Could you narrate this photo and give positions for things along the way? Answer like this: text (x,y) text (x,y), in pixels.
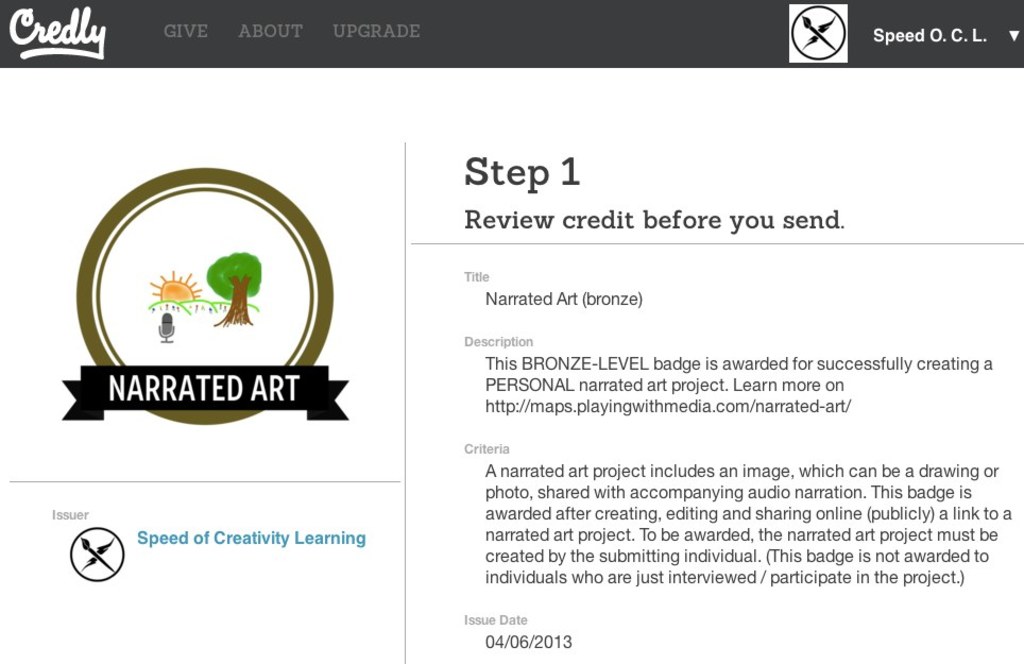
There is a screenshot (714,82) in the image, which contains text (750,501), date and logo (228,364).
